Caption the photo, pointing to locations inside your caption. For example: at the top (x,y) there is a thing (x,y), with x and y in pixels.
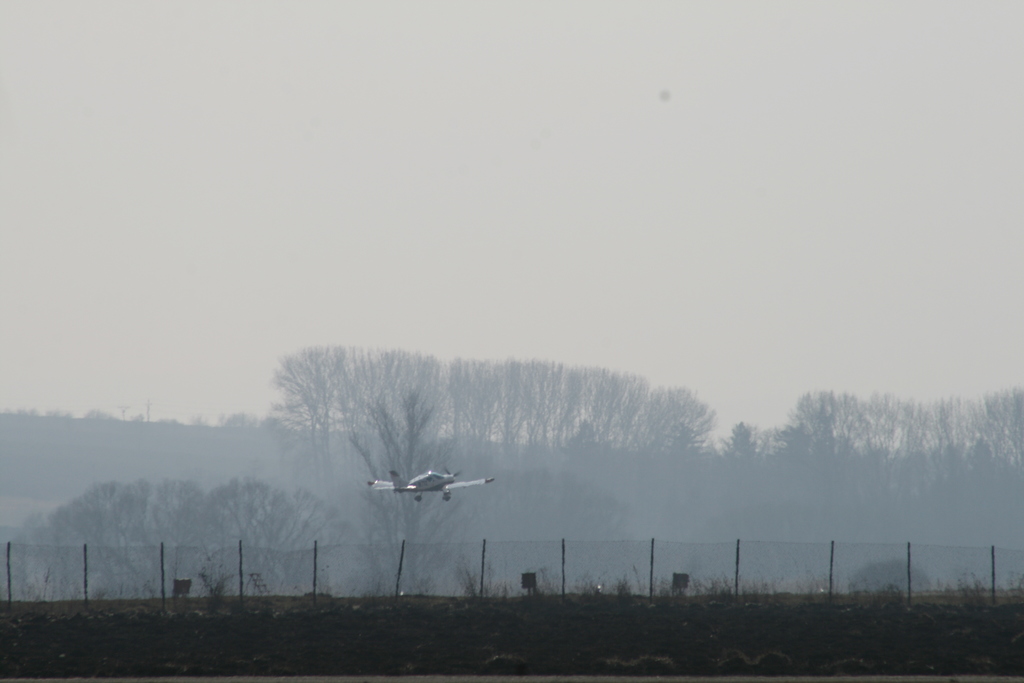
In this picture I can see the aircraft (414,486) in the sky (358,127). I can see the metal fence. I can see trees (379,500) in the background (387,458). I can see clouds (383,113) in the sky (454,193).
